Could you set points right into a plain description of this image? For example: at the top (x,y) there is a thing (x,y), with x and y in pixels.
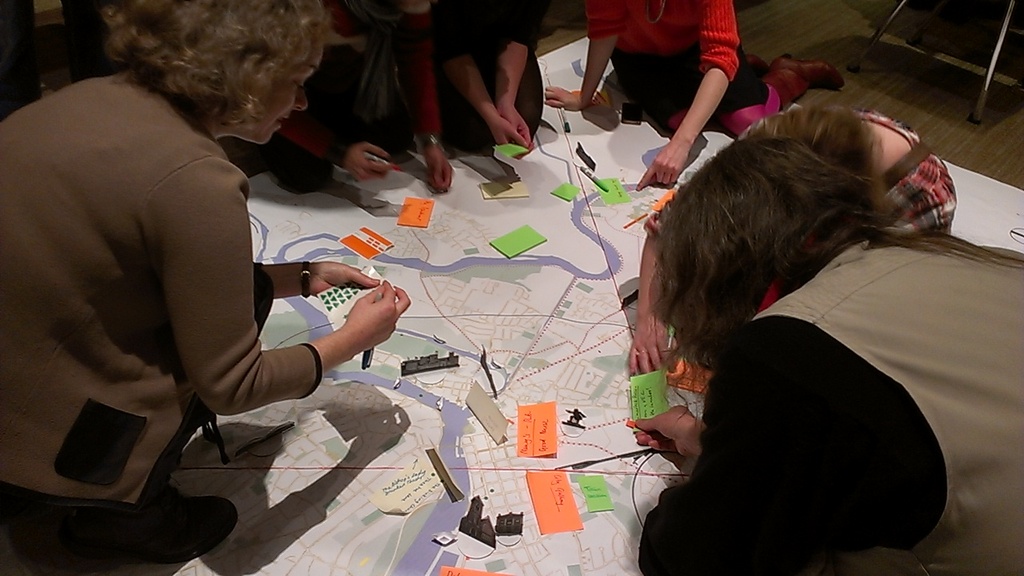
The woman (784,280) in the right bottom of the picture (744,440) is holding a green color paper (636,409) in her hands (680,416). In this picture, we see people (401,102) are trying to paste the stickers (352,299) and papers (409,498) on the white color board (491,337). In the background (876,31), we see an iron stand (880,30). At the bottom of the picture (399,508), we see papers (399,489) in white, orange and green color are placed on the board (361,449).
